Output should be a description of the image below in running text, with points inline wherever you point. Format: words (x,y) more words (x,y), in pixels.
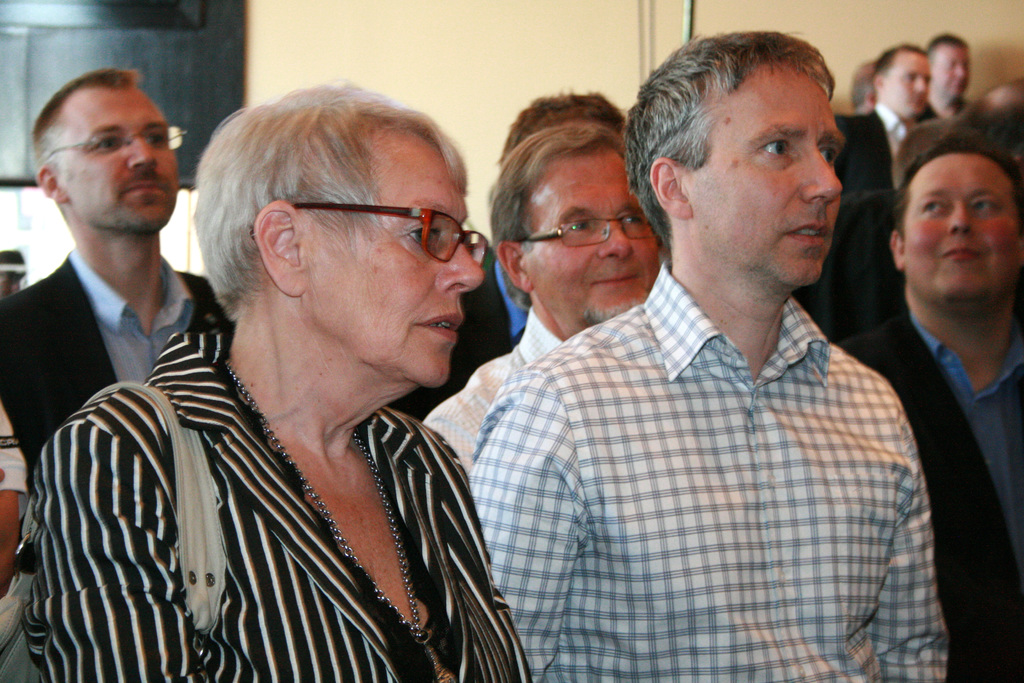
In this image we can see group of persons (365,426) standing on the floor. In the background (502,74) there is a wall (275,95).
